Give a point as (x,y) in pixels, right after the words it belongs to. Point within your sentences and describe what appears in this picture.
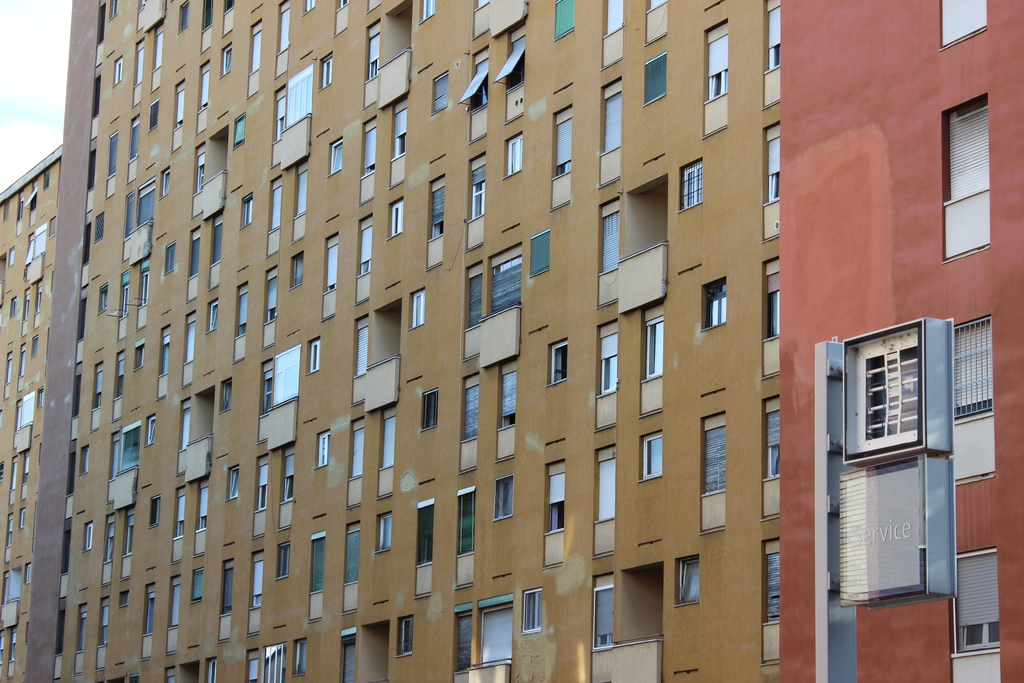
In this image in the middle (470,310), there is a building (350,310). It consists of many windows (338,141), glasses (507,511). At the bottom (882,532) there is a text (899,530). In the background (24,112) there are sky (27,114) and clouds (28,150).
